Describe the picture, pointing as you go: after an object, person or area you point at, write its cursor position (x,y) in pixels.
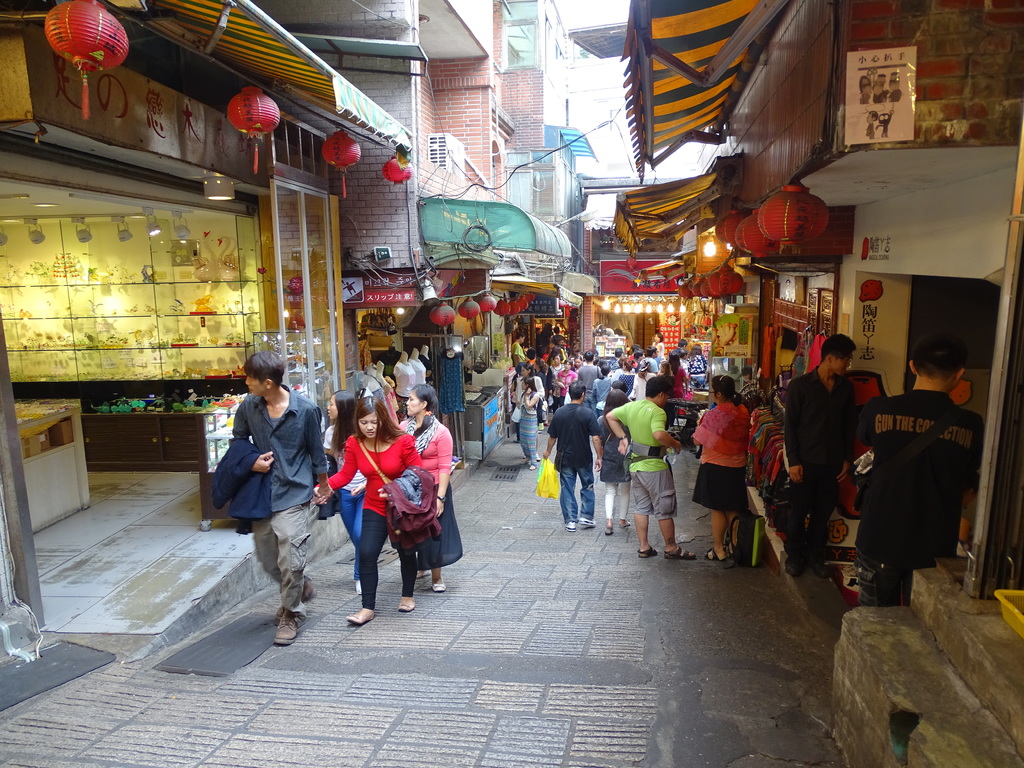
In this image there are a few people (445,497) walking on the streets (504,497), beside the streets (481,509) there are shops (322,314). In front of the shops (321,332) there are cloth rooftops (653,138), lamps (392,176) and name boards (389,305). In the shops (401,315) there are some objects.
